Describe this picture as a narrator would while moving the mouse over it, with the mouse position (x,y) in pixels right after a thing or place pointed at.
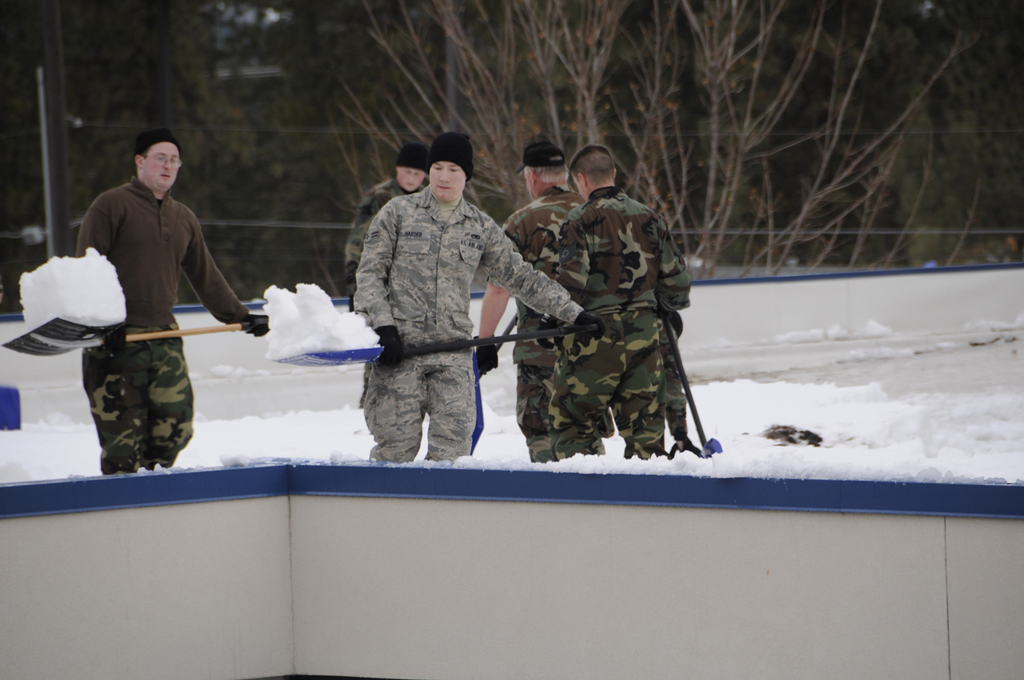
In this image we can see a few people (434,372), two of them are carrying snow (290,354) with the help of shovels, also we can see the wall (265,347).
